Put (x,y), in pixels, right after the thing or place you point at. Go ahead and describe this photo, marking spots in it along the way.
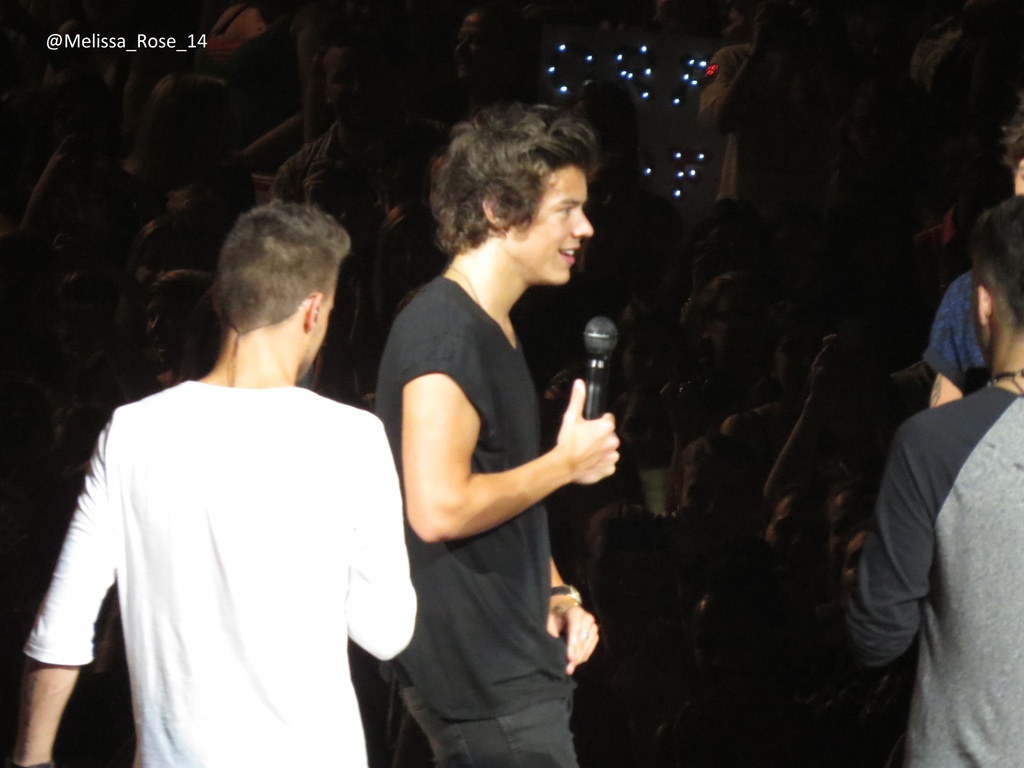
In the image few people (1017,448) are standing and he is holding a microphone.
